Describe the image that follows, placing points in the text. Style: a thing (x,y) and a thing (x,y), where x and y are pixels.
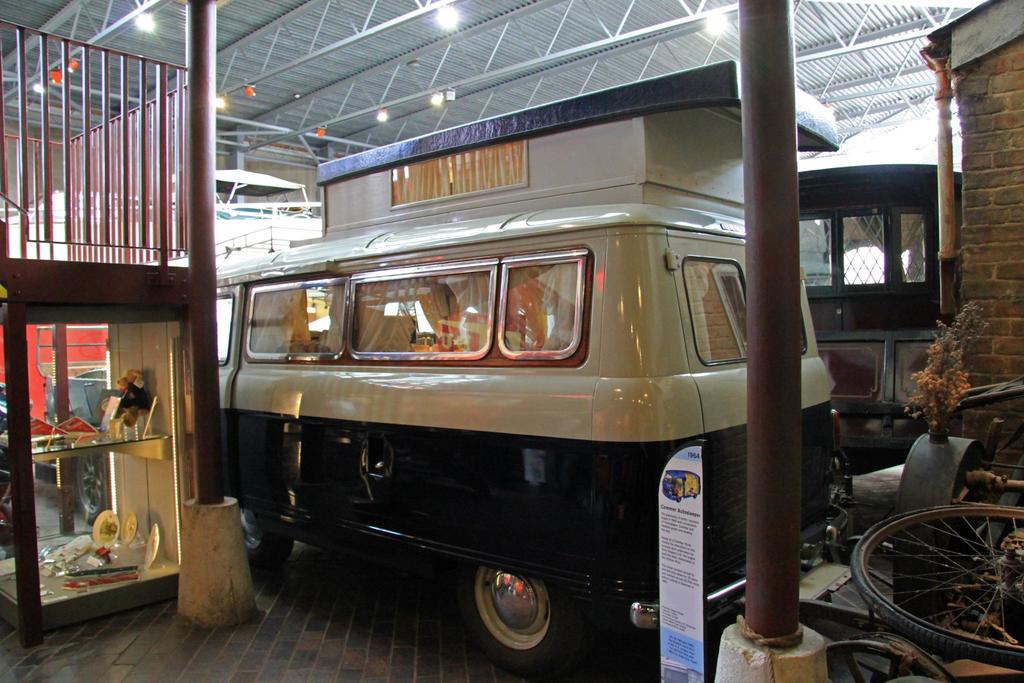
In this picture, we see a vehicle (569,360). On the left side (69,254), we see a pole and the railing (111,232). We see a rack (141,335) in which the plates (111,533), white color objects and a toy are placed. On the right side (795,473), we see a pole (757,623), bicycle (870,594), plastic flower pot (958,341) and a wall (997,365). Behind that, we see a vehicle (887,304). In the background (232,185), we see a tent (245,185) in white color. At the top (332,70), we see the lights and the roof (342,52) of the shed (576,65).
